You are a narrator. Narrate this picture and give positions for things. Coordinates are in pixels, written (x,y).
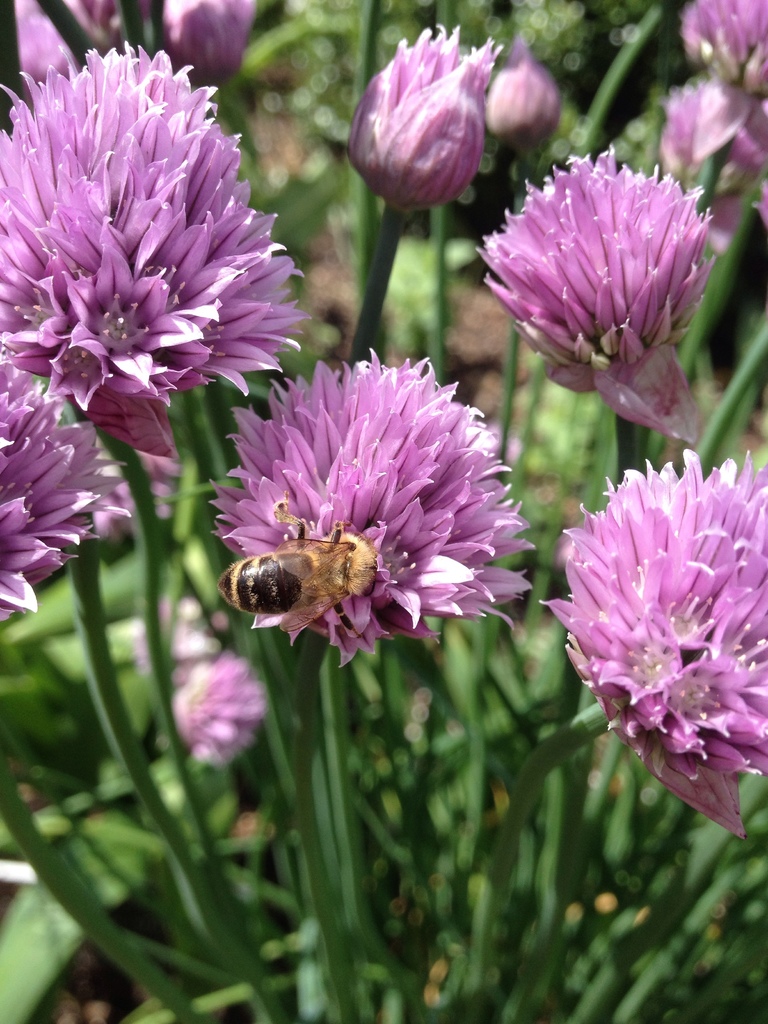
In this image we can see many plants (465,675). There are many flowers (566,371) to the plants (410,648). We can see an insect (343,566) on the flower (374,540).
